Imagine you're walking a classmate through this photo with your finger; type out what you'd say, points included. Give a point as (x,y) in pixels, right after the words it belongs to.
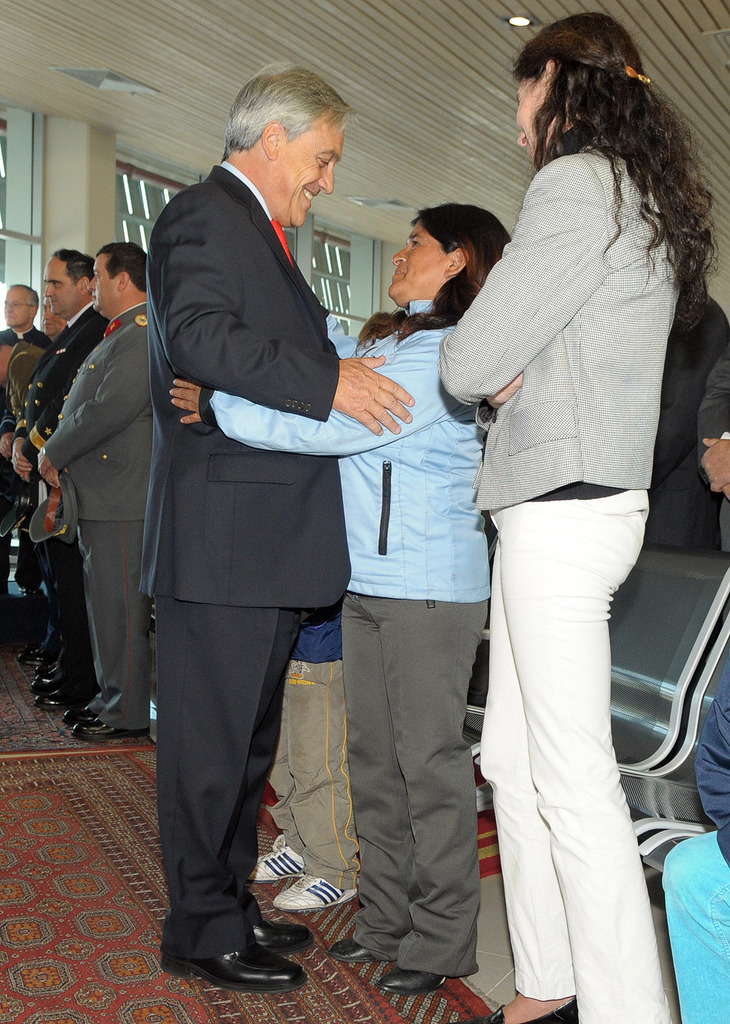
This image is taken indoors. At the bottom of the image (88,936) there is a floor (399,1004) with a mat (91,933). At the top of the image (400,147) there is a ceiling (486,117). In the background (74,204) there is a wall (51,199). In the middle of the image (470,364) many people (61,263) are standing on the floor (479,903). On the right side of the image (701,906) a person (701,906) is sitting on the chair (710,823) and there is an empty chair (629,669).
